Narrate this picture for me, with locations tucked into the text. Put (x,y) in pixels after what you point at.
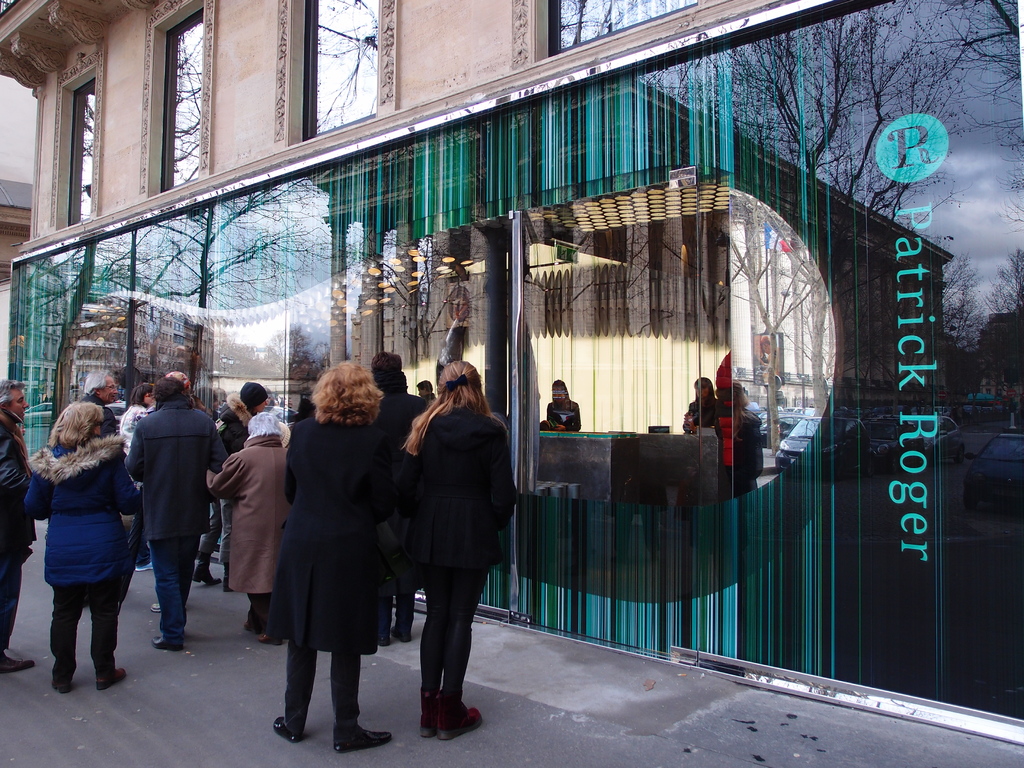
In this image we can see a building (285,273) with windows (275,191) and some text (926,518) written on it. We can also see some people (279,535) standing on the road (371,665).
